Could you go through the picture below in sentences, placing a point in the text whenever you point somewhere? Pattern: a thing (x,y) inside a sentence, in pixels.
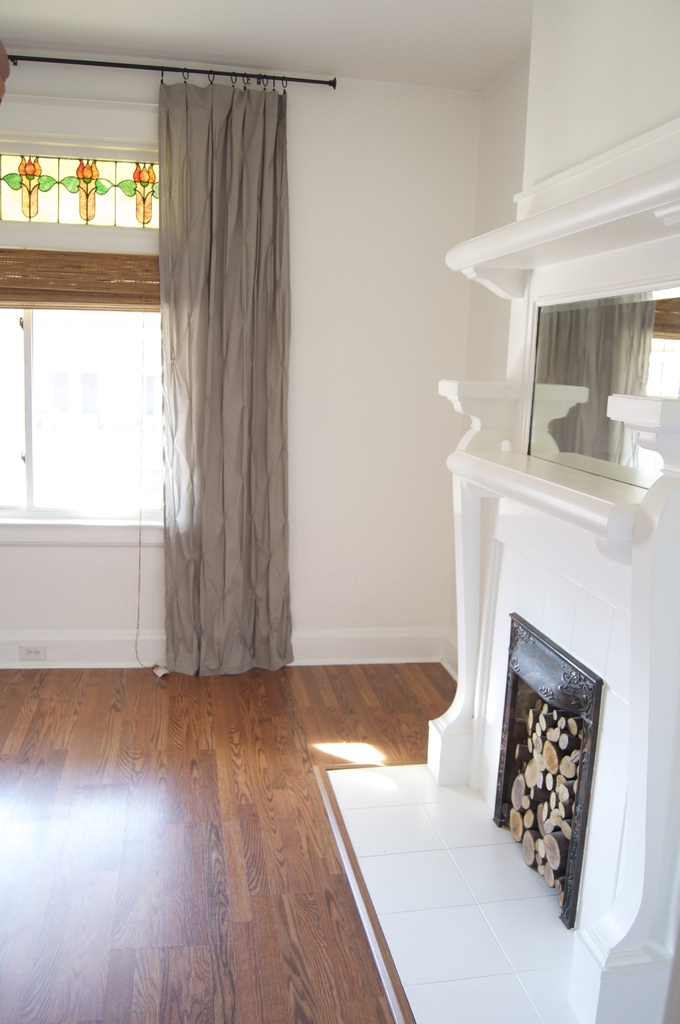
In this image there is a wooden floor (168,789) and there is a fireplace (527,677), on the fireplace (536,458) there is a mirror (555,369) on the wall (419,345) and there are curtains (197,347) on the glass windows (25,417).
